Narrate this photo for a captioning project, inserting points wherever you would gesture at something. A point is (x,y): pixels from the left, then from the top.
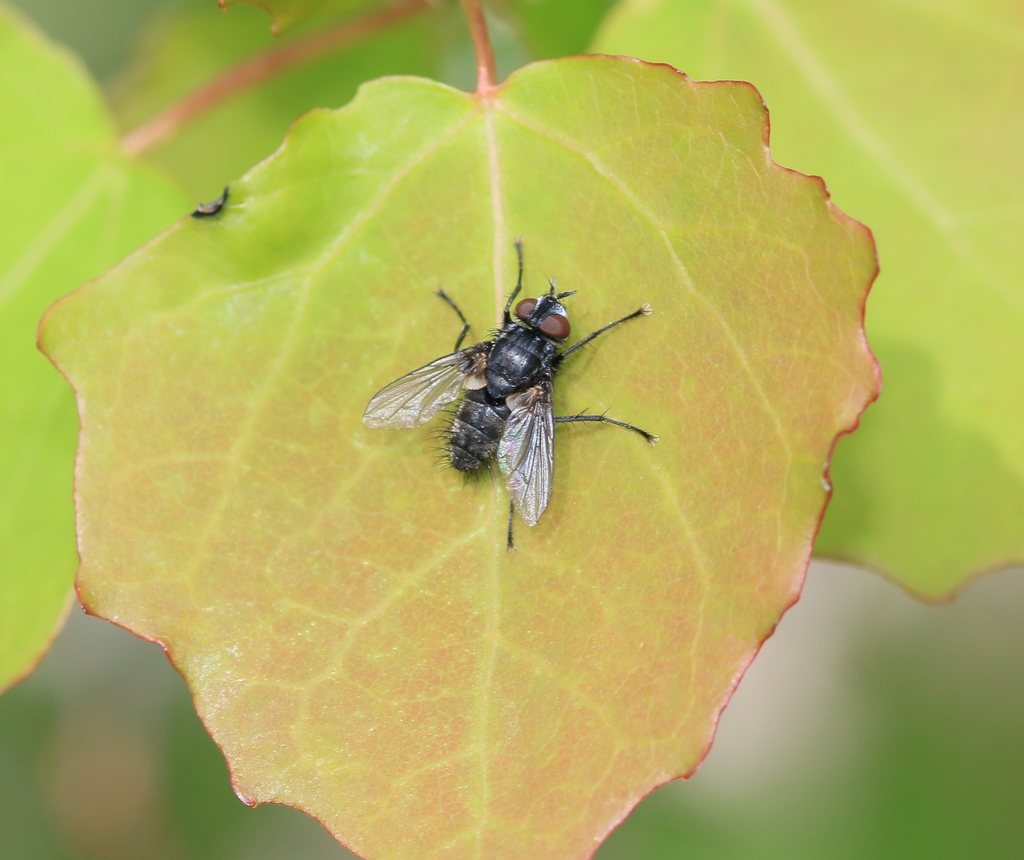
In the picture I can see a house fly (531,389) on a leaf (420,433) and there are few other leaves (401,63) below it.
